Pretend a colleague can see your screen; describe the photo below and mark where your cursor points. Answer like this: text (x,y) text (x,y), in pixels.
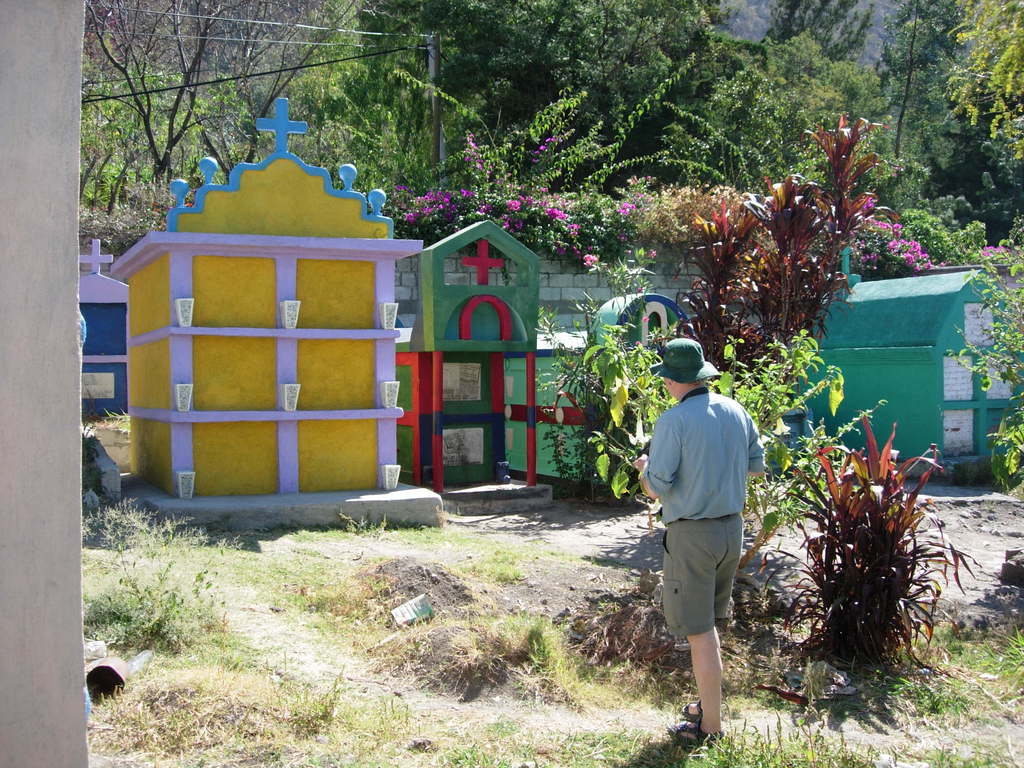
In the image we can see there is a person (728,563) standing on the ground (336,671) and there are plants (171,615) on the ground (303,668). There are graves (301,487) on the ground (290,652) and behind there are lot of trees (415,174).
